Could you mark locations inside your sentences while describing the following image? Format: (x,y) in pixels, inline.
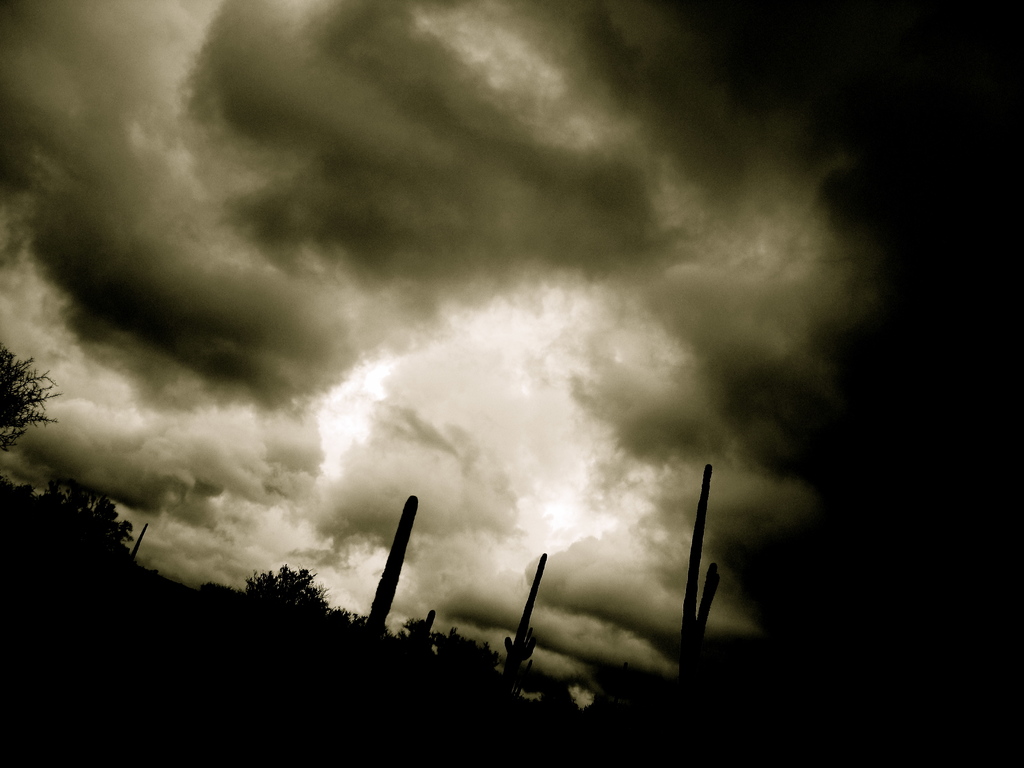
At the bottom (225,650) the image is dark but we can see trees (84,544) and objects (511,684). In the background (550,312) we can see clouds (500,303) in the sky (250,311).
